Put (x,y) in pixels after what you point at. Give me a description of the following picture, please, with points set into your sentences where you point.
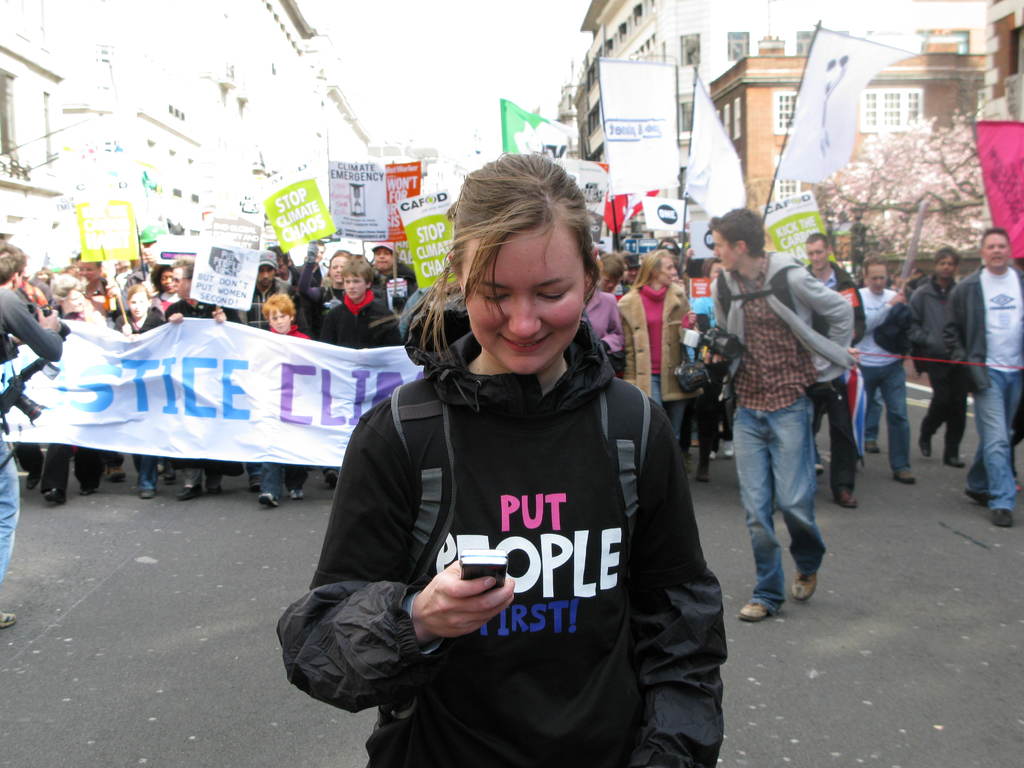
In front of the image there is a woman (534,391) with a smile on her face (483,328) is holding a mobile (504,576), behind the woman (457,591) there are a few other people (617,264) holding placards (92,241) and banners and cameras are walking on the streets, behind them there are trees (949,147) and buildings (220,132).
